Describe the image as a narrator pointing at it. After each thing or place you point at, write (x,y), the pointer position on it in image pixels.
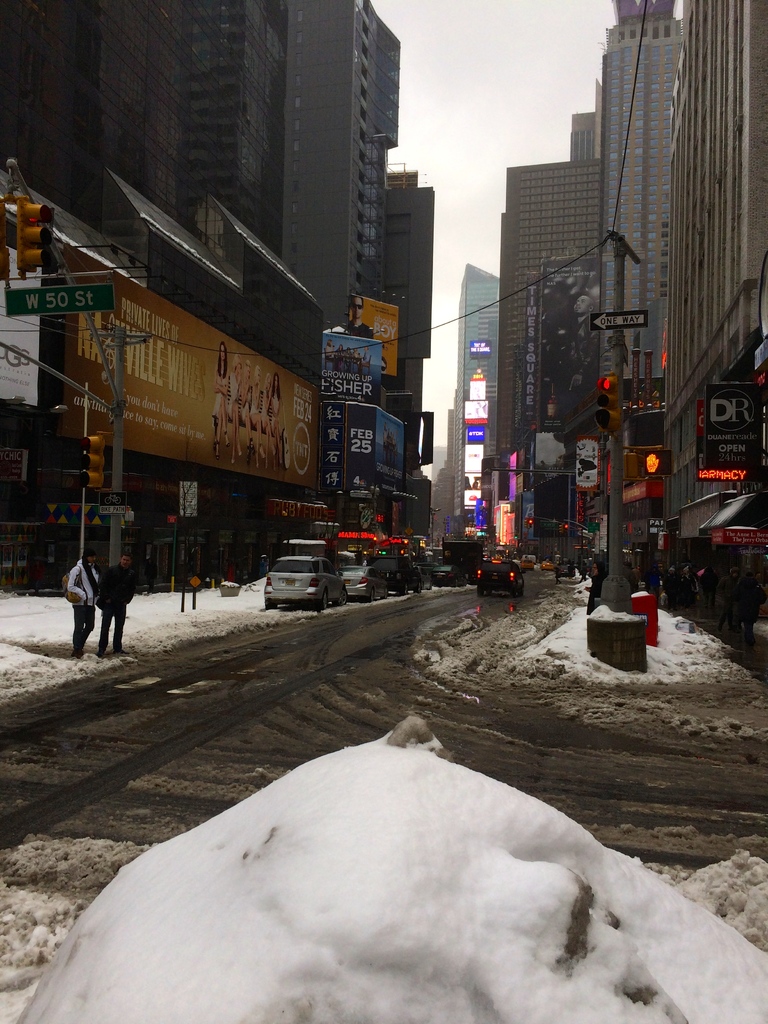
There is a white color snow (395,874) at the bottom of this image (398,955). We can see cars (403,581), building (572,484), poles (622,520) and some people (148,579) are present in the middle of this image (458,538) and the sky (428,150) is in the background (469,150).
